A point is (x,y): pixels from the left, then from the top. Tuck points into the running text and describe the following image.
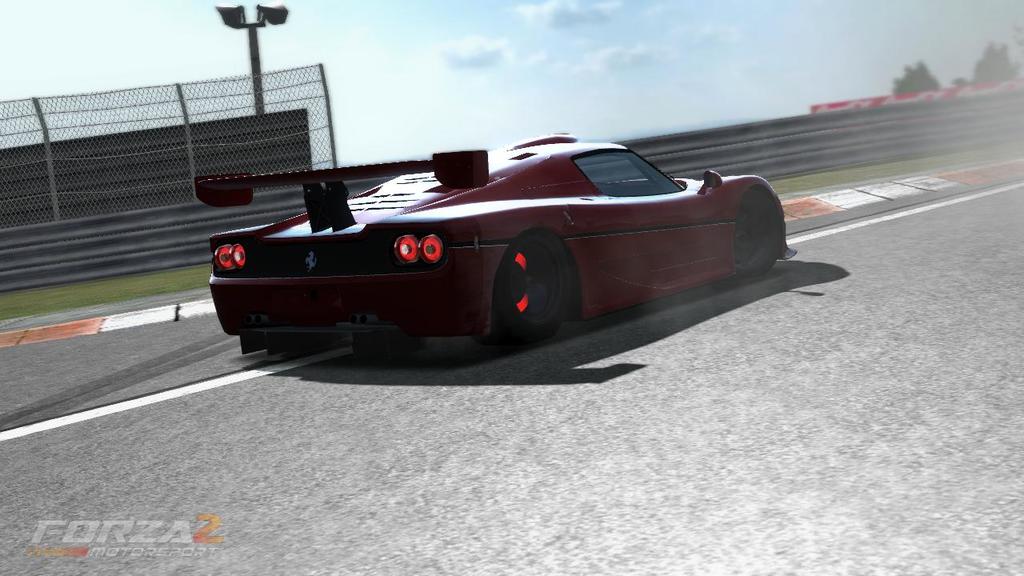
In this image I can see a car (379,282) on the road (379,425). In the background (264,171), I can see the mesh (195,142) and clouds (583,63) in the sky (586,59).
